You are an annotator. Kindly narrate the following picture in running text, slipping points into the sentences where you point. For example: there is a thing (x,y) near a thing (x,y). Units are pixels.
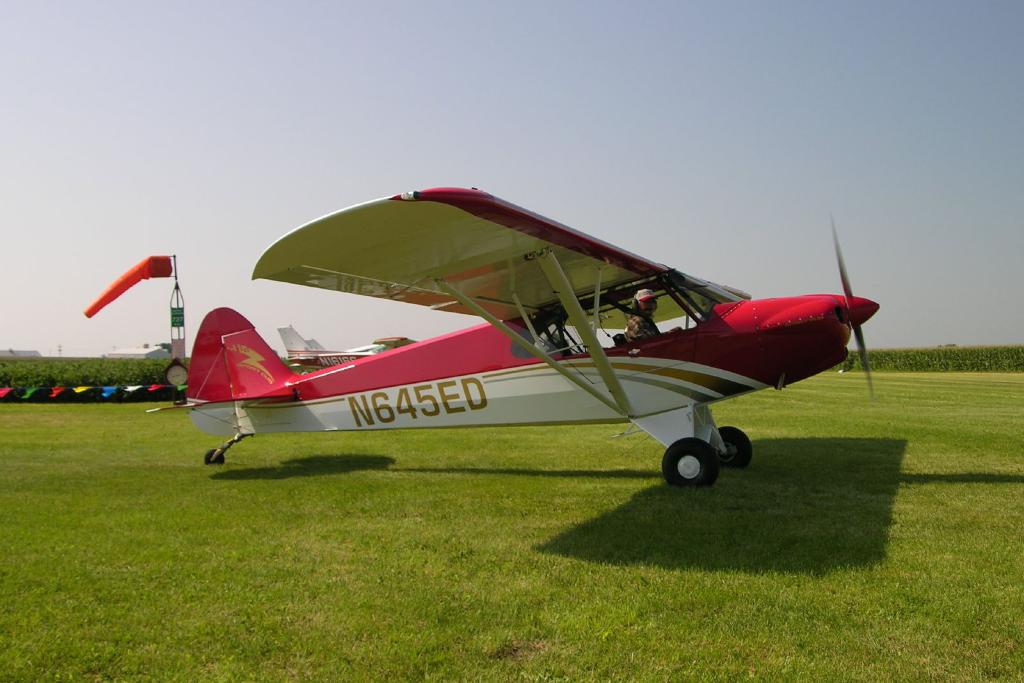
In this image, there are aircrafts (398,359) and I can see a person (631,336) sitting in one of the aircraft (465,422), which is on the grass (668,518). On the left side of the image (81,385), there are buildings (135,355), a decorative banner (132,385) and I can see an inflatable object (137,272) to a pole (177,350). In the background (914,360), there are plants (923,357) and the sky (795,268).
